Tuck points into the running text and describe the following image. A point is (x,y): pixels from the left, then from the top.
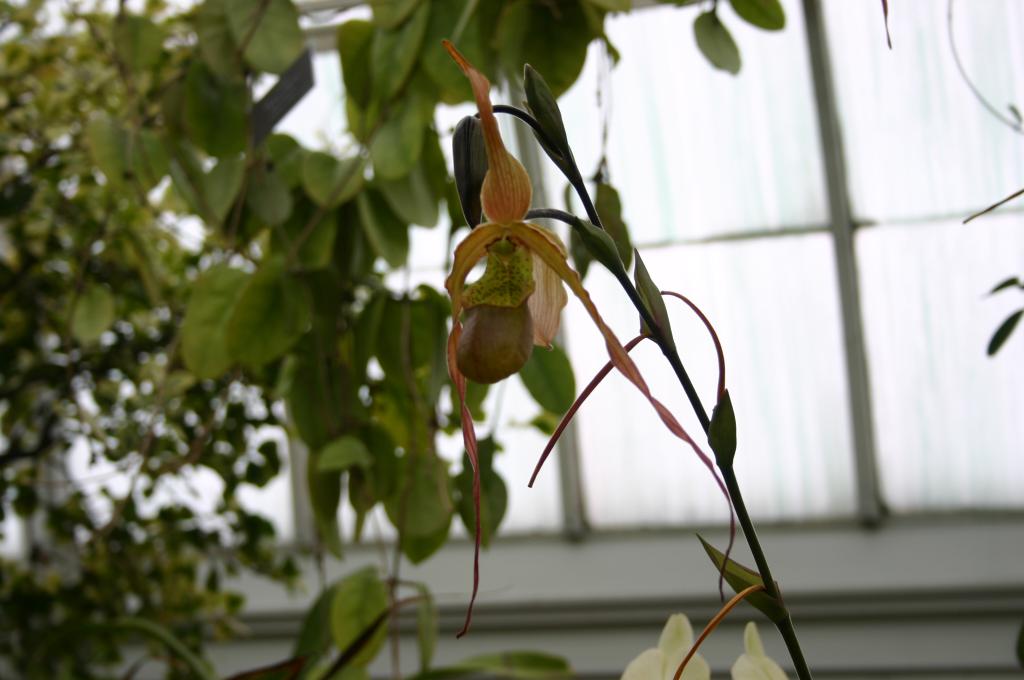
In this image in the front (492,242) there is a flower (508,325) on the plant (575,229) and in the background (249,253) there is a plant (234,321) and there is a window (768,267).
